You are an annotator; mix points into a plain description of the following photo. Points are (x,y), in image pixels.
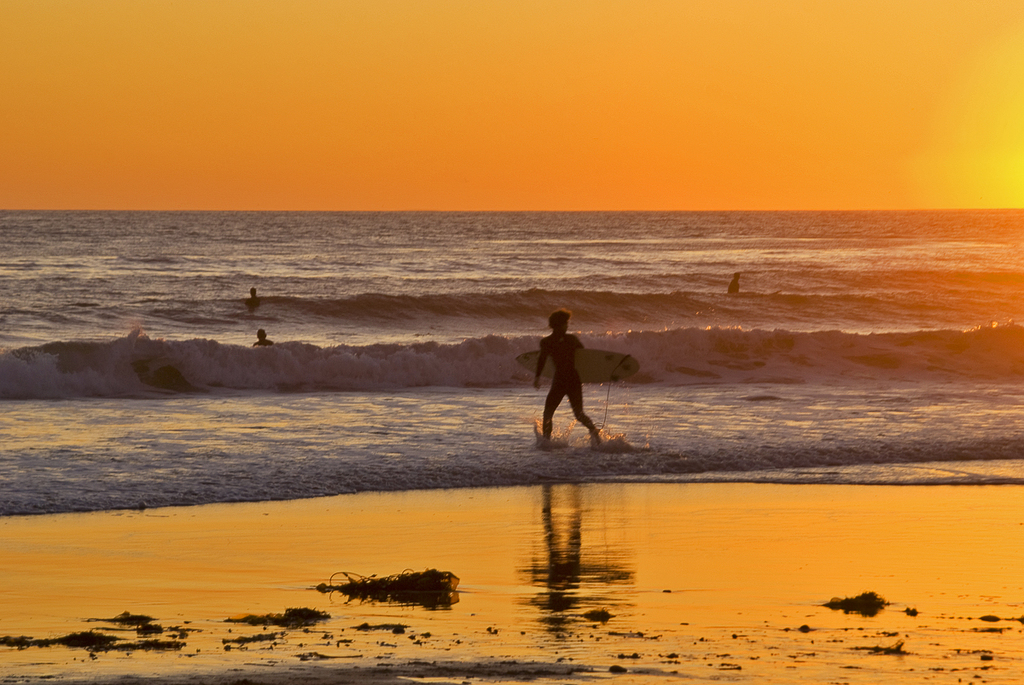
In this image there is the sea (195,241), on which there are some person's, a person (550,342) holding a surfboard (580,377) visible in front of sea shore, at the top (510,100) there is the sky (586,124).
